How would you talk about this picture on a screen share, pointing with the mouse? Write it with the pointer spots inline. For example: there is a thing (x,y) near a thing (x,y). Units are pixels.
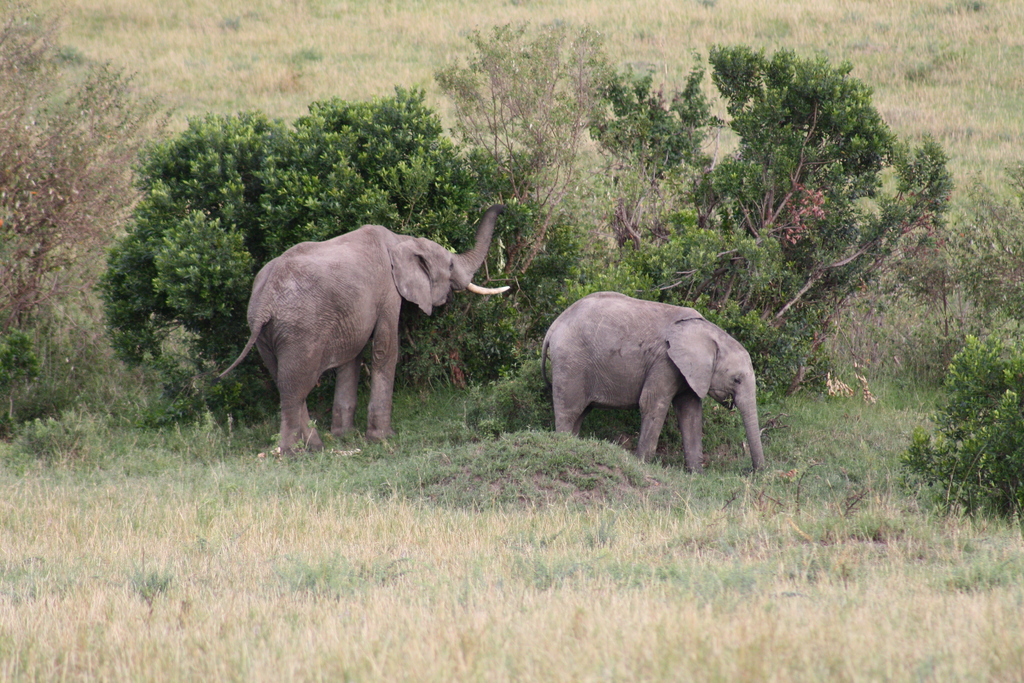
In this image there are two elephants (560,366) standing on the grassland (449,462) having plants (685,277) and trees (761,265).
